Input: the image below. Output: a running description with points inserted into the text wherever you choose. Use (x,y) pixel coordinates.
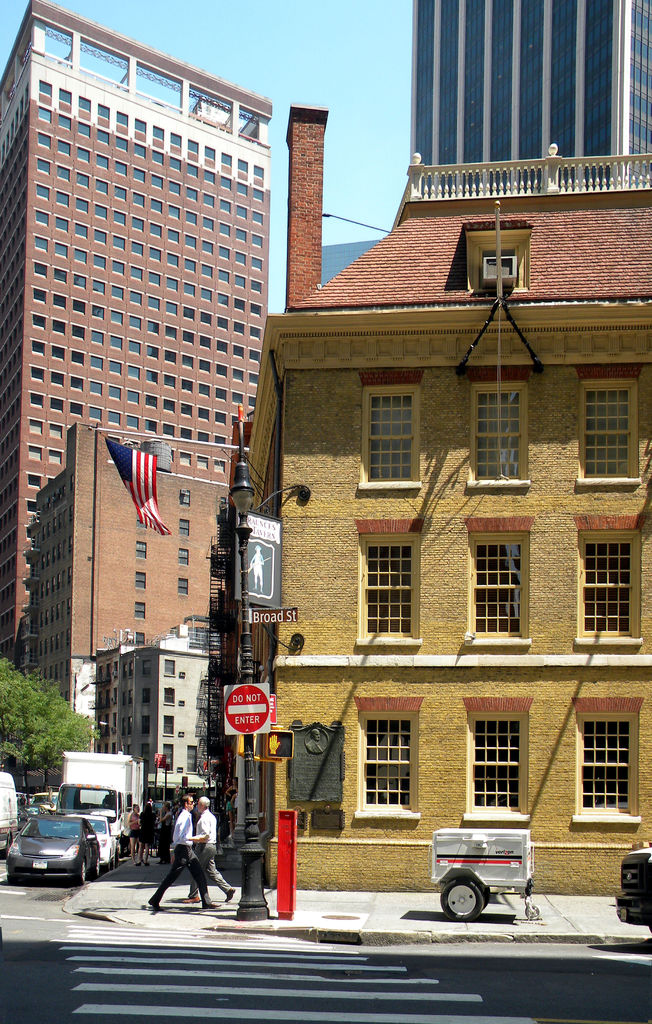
In this image we can see many buildings (367,274). There are many vehicles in the image. There is a zebra crossing (224,947) in the image. There is a sky (282,65) in the image. There are many people (212,838) are walking on the footpath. There is an object (474,870) is placed on the footpath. There is a pole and many sign boards (272,565) attached to it.
